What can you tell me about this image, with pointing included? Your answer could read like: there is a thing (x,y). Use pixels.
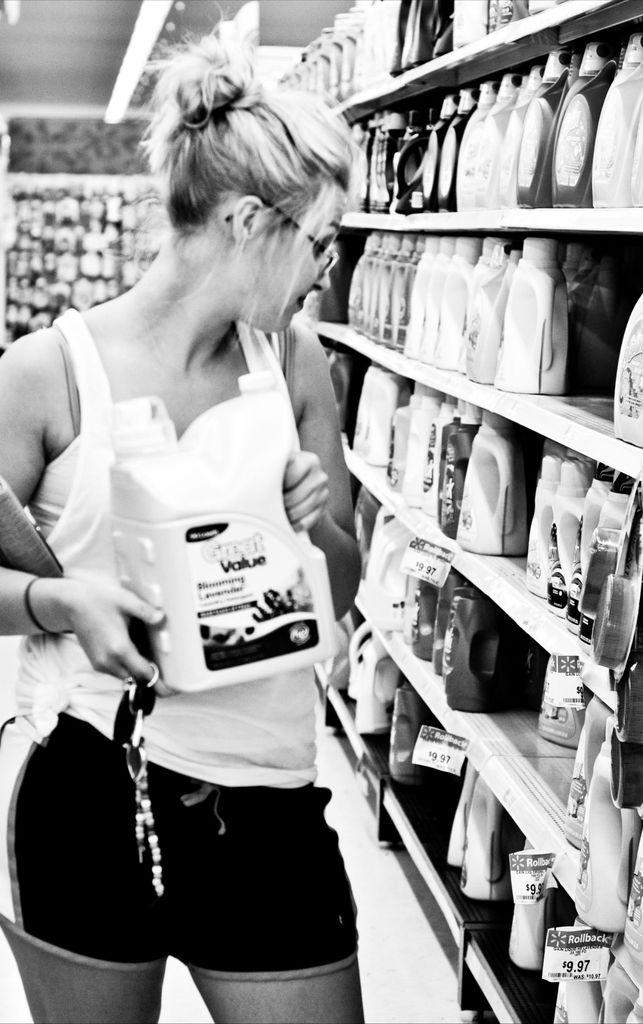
On the left side (194,340), there is a woman (274,365) in white color t-shirt (73,337), holding a bottle (281,473) with both hands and standing. Beside her, there are bottles (396,473) arranged on the shelves (532,1006). In the background (121,124), there is a light (156,7) attached to the roof (108,21) and there are other objects (114,135).
